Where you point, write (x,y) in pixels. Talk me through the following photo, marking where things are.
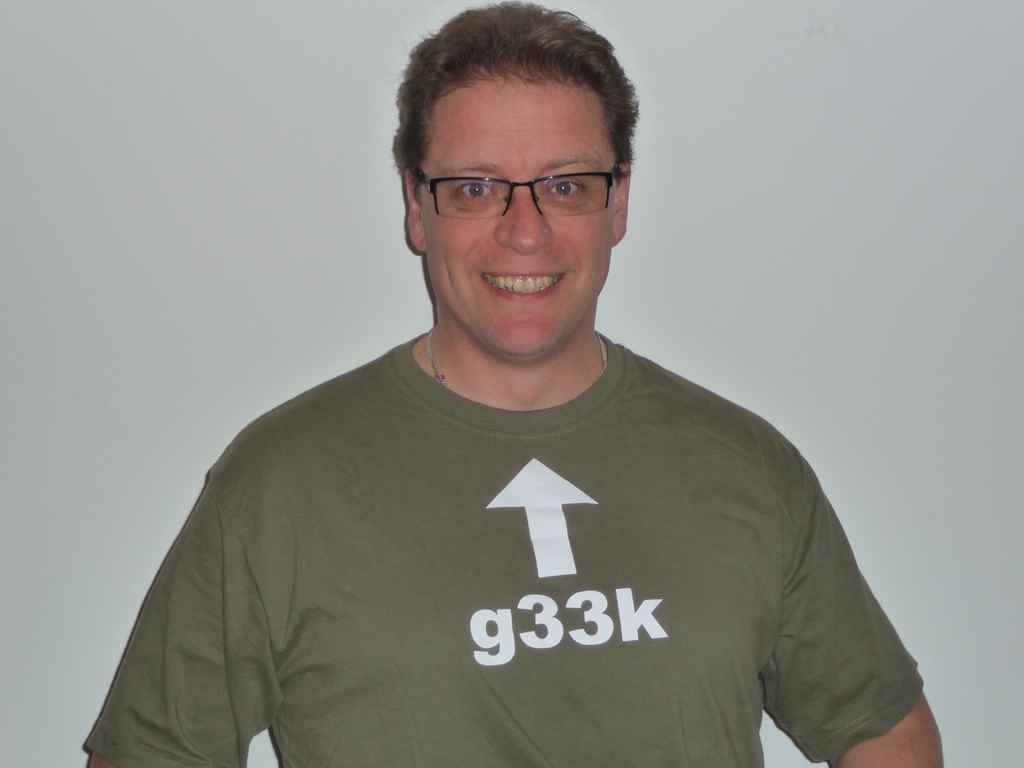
In this picture we can see a man (652,759) wore a spectacle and smiling and in the background (848,89) it is white color.
